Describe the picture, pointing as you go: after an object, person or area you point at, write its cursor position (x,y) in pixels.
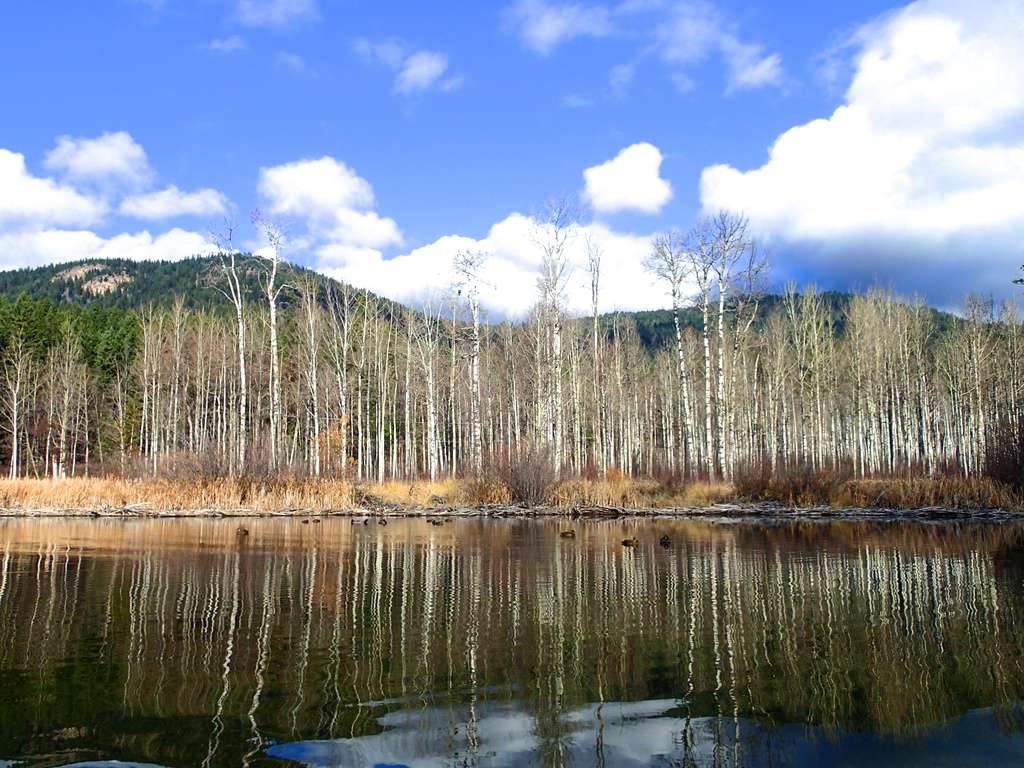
In this image I can see the water (386,663), some grass (85,502), few trees (66,379), few mountains (314,298) and the sky (579,95) and I can see few clouds (633,234).
